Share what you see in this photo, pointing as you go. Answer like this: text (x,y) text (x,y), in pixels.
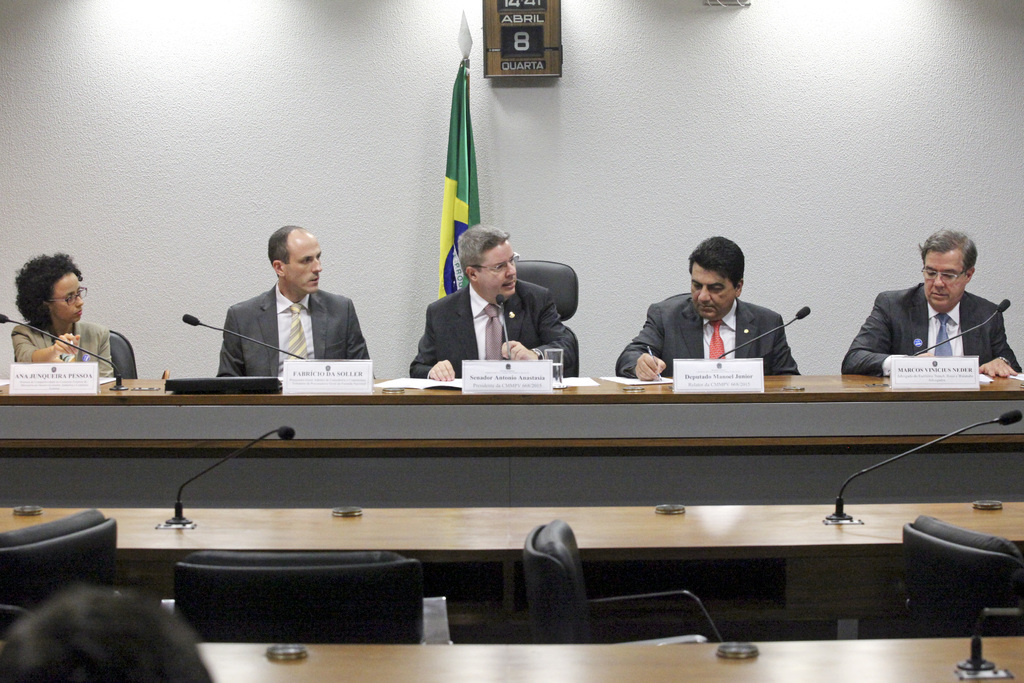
In this image we can see a five persons (21,285) sitting on a chair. There is a person (535,332) here and he is speaking on a microphone (505,329). In the background (454,215) we can see a flag (467,215).
